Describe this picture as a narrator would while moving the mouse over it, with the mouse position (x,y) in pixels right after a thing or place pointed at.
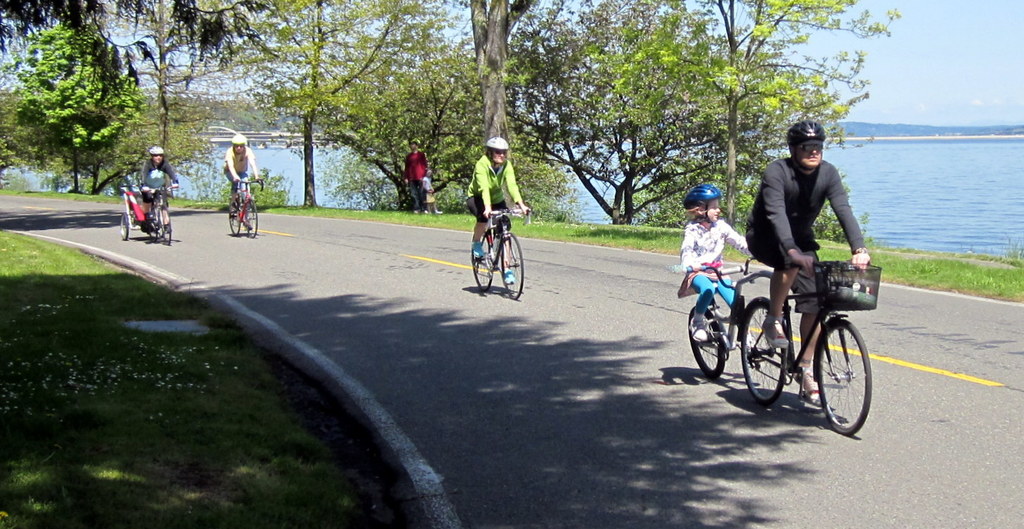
In this image there are group of people (490,183) who are sitting on a cycle (129,201) and they are riding a cycle (818,304) and on the top of the right corner (906,57) there is sky (931,63) and in the middle (361,202) there is a river (847,169) and on the bottom (118,382) there is a grass (985,282) and on the left side of the bottom there is grass (141,347) and on the top (233,42) there are trees (429,55) and in the middle of the image (411,194) there is one person (413,183) who is standing.
